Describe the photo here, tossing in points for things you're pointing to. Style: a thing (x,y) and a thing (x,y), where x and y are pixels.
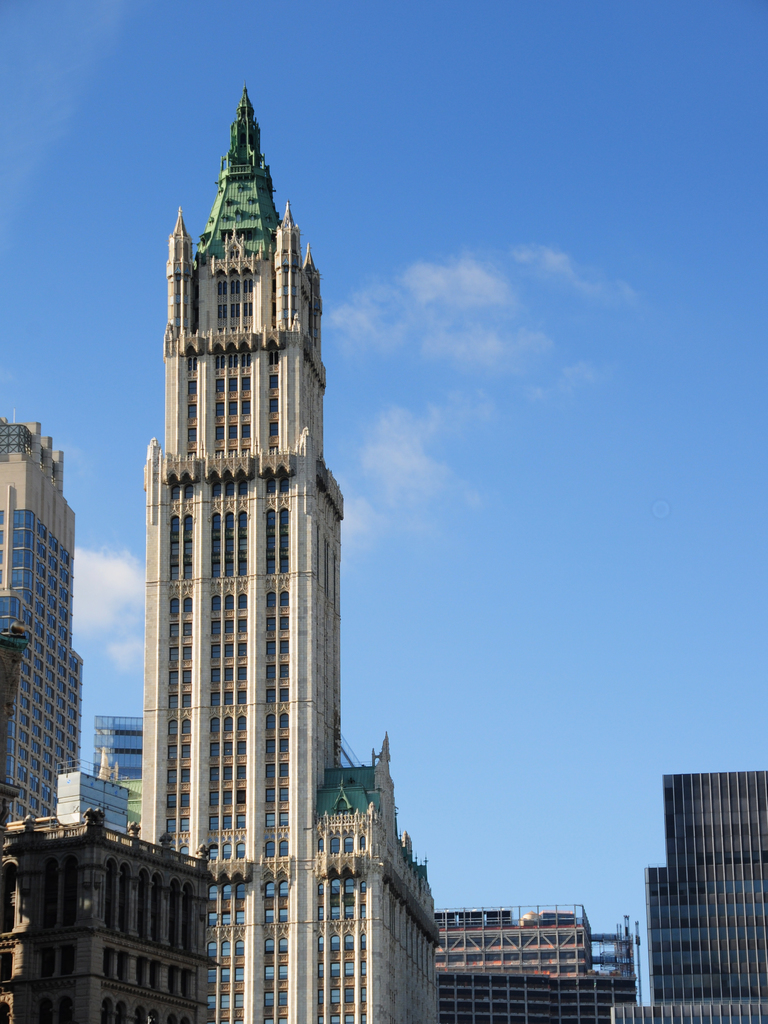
In this image we can see many buildings (356,938) with windows (55,917). In the background (483,233) there is sky (359,254) with clouds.
